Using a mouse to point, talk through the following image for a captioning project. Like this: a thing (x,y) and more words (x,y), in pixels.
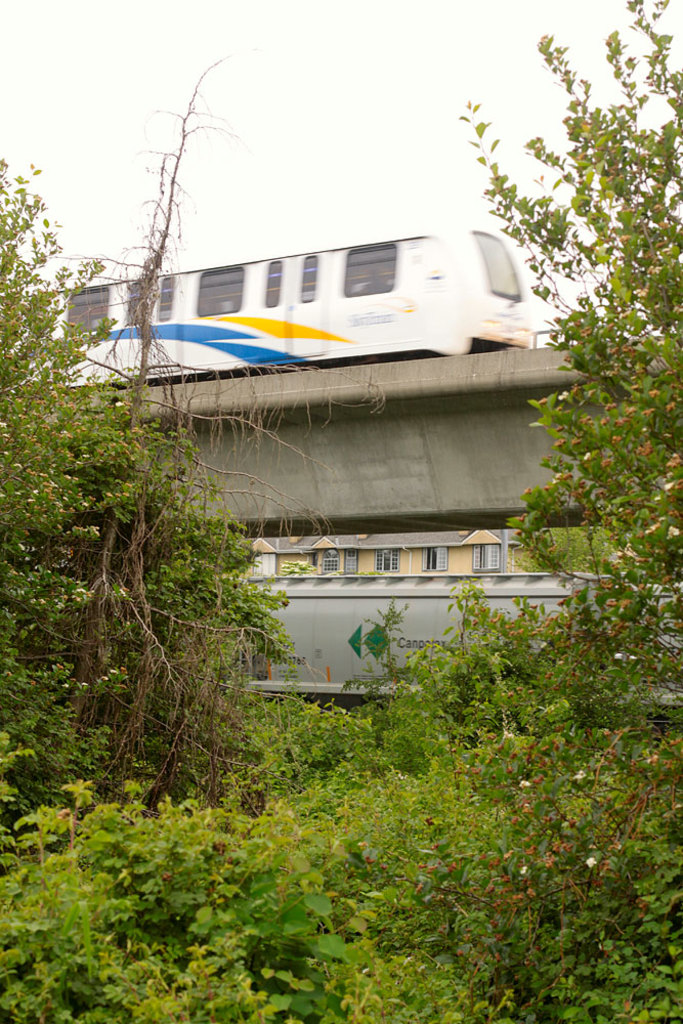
In the picture I can see a train (301,355) on a railway track (420,529). I can also see trees (45,499) and plants (420,920). In the background (272,123) I can see the sky (323,129).
